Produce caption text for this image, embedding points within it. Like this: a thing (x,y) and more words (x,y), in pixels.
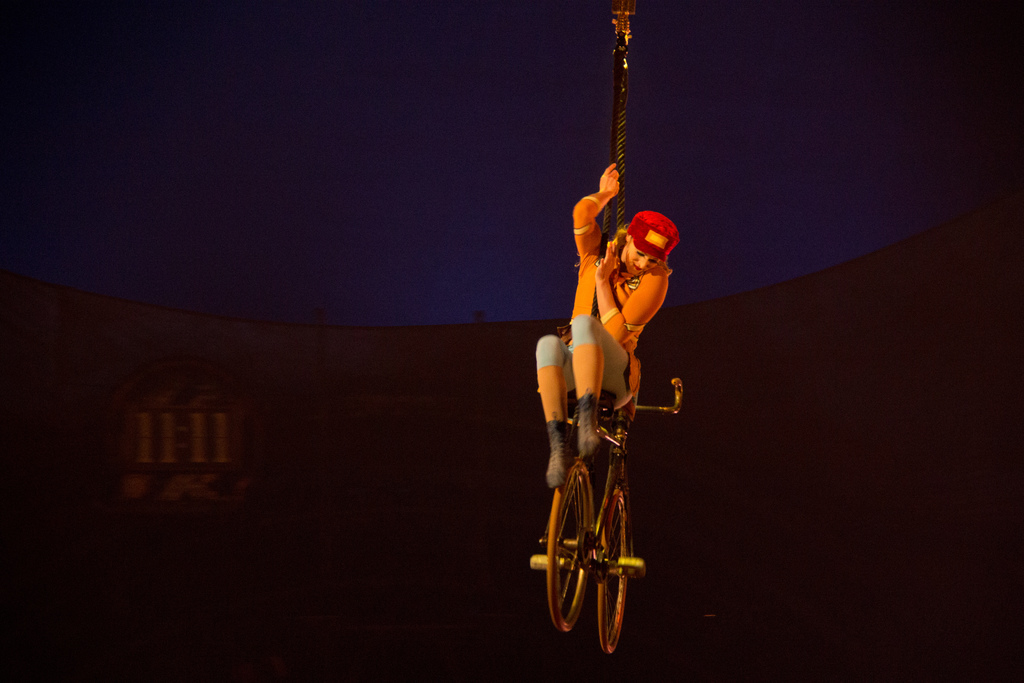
In this image we can see a woman (587,338) in the sky (556,303) sitting on a cycle (556,555) holding a rope (625,166).
